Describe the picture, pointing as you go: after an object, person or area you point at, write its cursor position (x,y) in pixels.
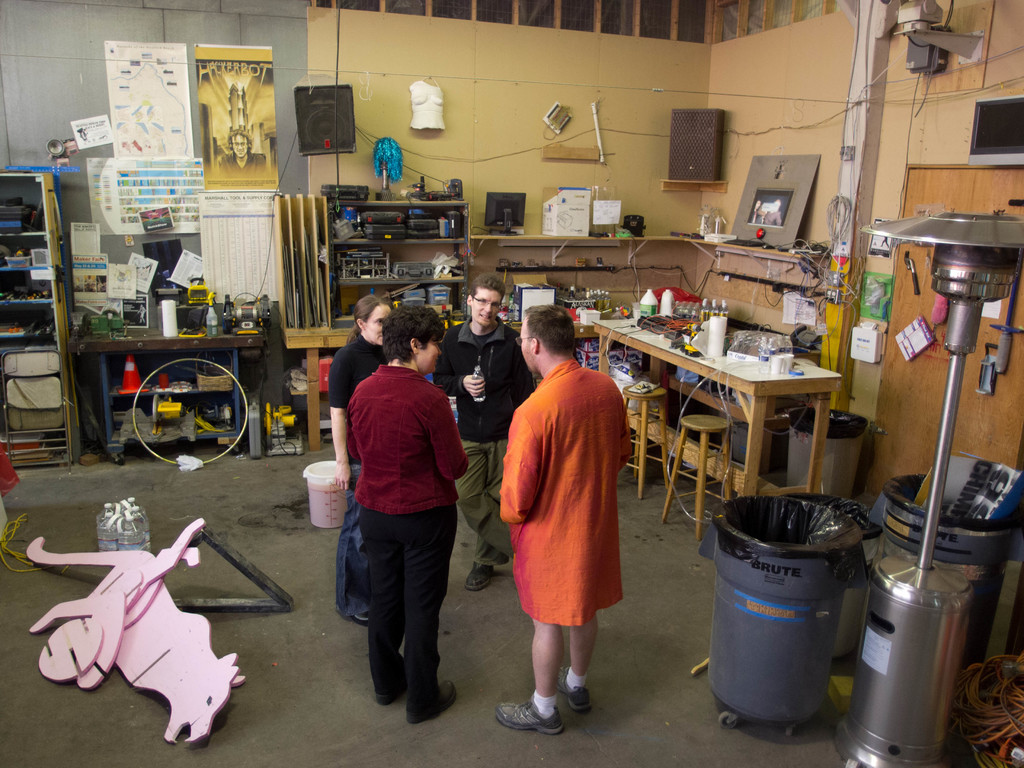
In this image we can see a group of people (497,415) standing in a room (426,430), there are stools (664,411), tables (764,424), posters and few objects (298,106) in the room (296,631).
